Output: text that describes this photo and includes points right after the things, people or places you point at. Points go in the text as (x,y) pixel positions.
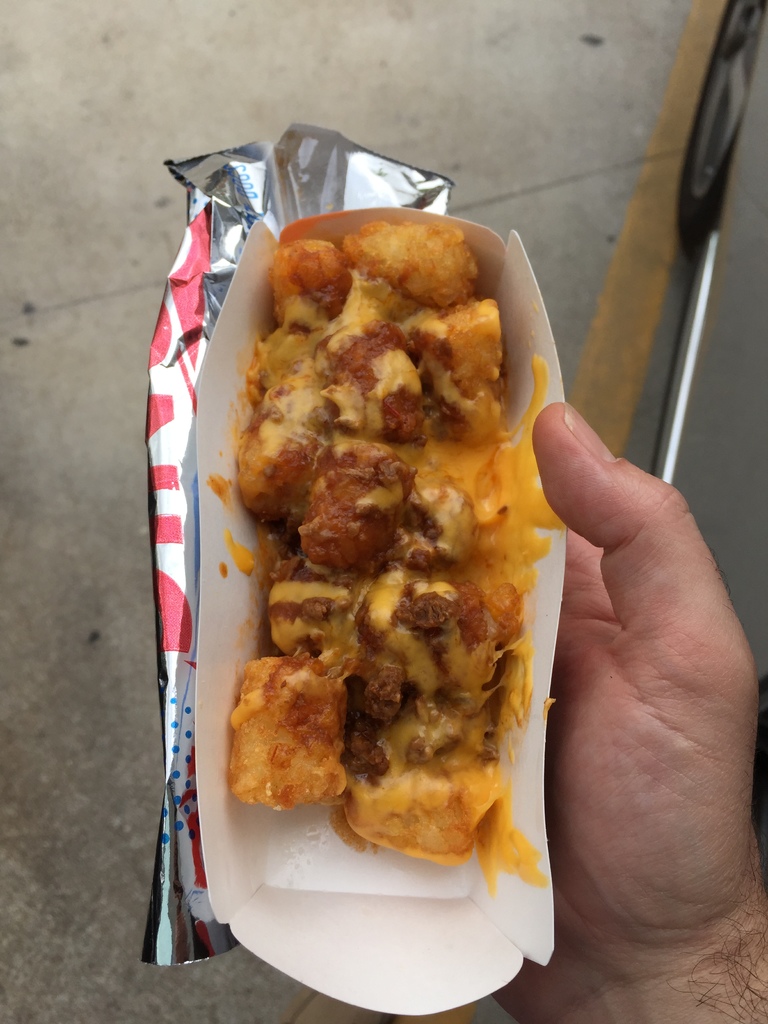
There is a person (669,848) holding an edible (418,707) which is placed on an object (249,598) in his hand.
